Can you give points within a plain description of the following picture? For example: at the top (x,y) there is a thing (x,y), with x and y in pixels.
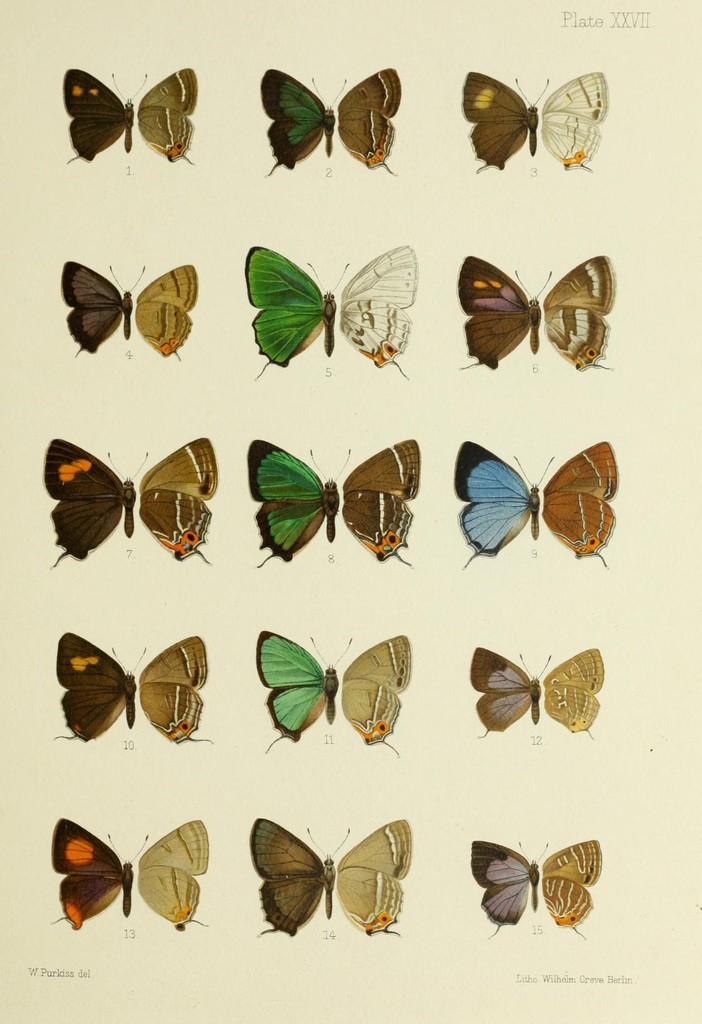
There is a paper (319,362). On that different butterflies (312,684) are there. Also something is written on the paper (608,950).
